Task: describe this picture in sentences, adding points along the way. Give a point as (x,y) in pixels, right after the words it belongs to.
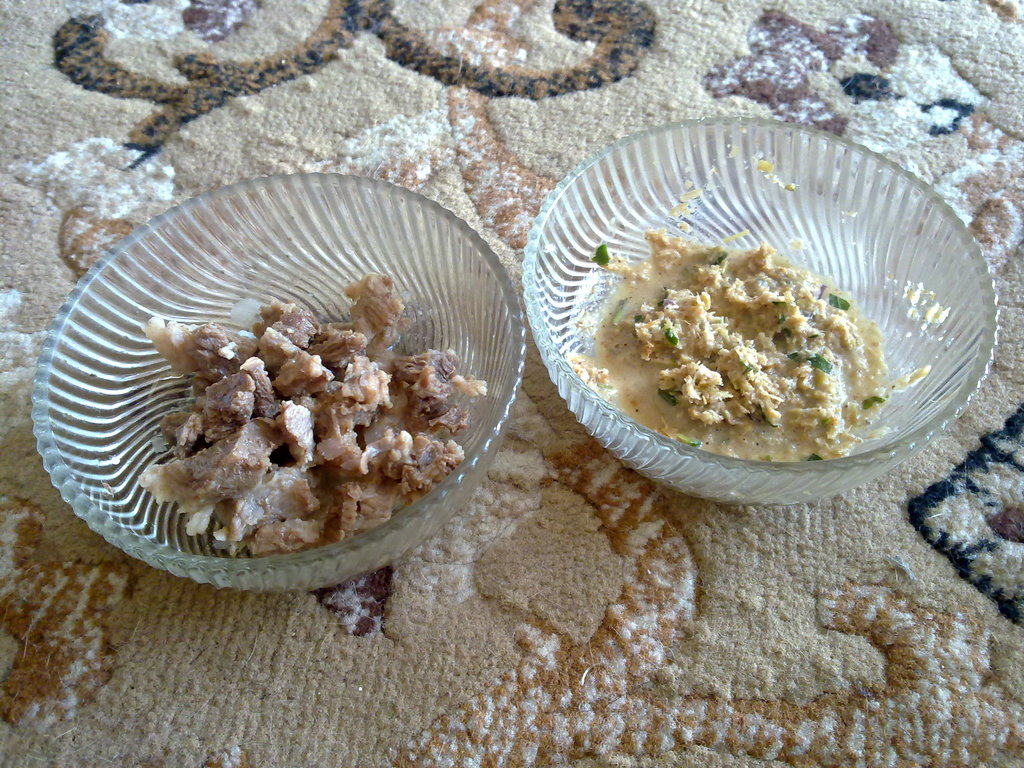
In this image I can see two glass bowls (594,286). We can see food items (827,339) in it. Bowls (568,268) are on the colorful blanket (607,596).
